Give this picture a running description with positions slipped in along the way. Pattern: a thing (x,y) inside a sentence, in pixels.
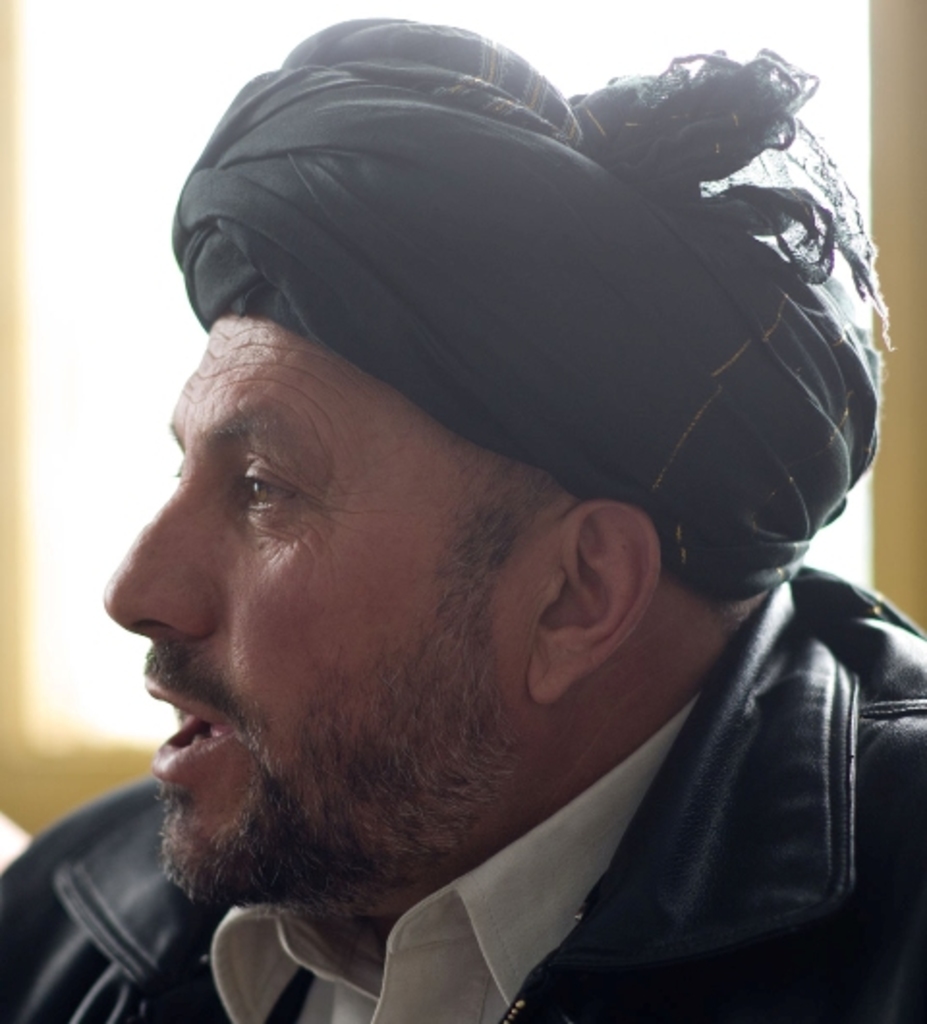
In this image we can see a man (416,580).
